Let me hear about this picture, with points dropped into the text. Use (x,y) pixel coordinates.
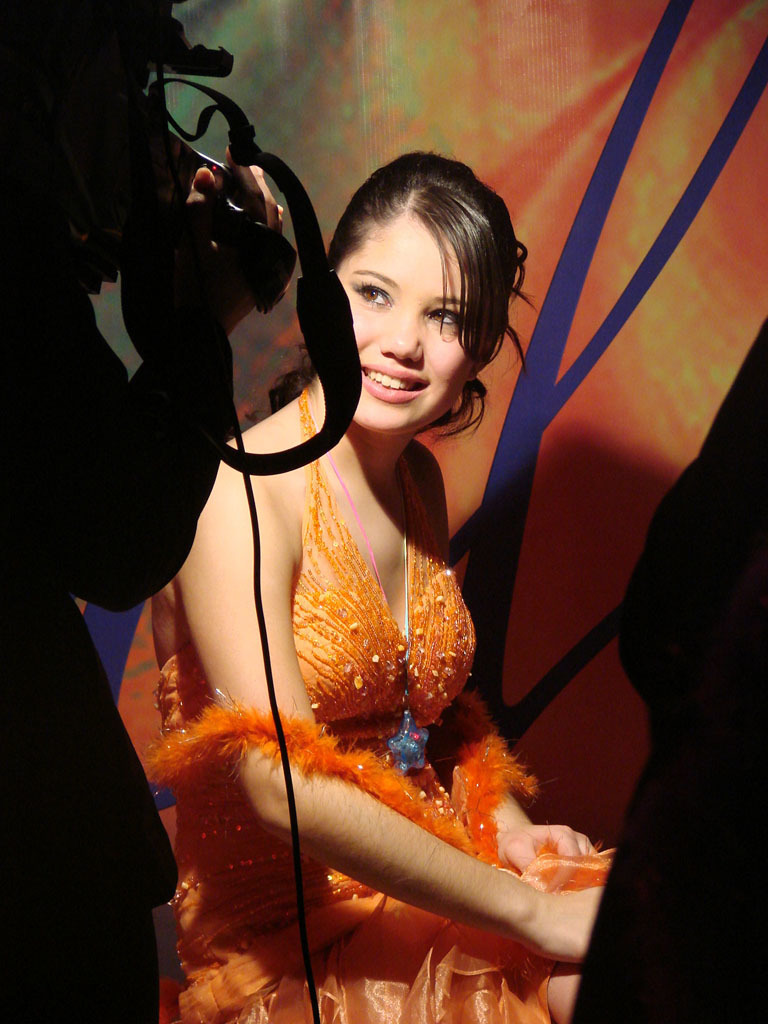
In the center of the image (274,419) there is a lady (371,993) wearing orange color dress (317,539). To the left side of the image (33,427) there is a person (89,14) holding a video recorder (186,176). In the background of the image (422,119) there is a wall (613,288).
